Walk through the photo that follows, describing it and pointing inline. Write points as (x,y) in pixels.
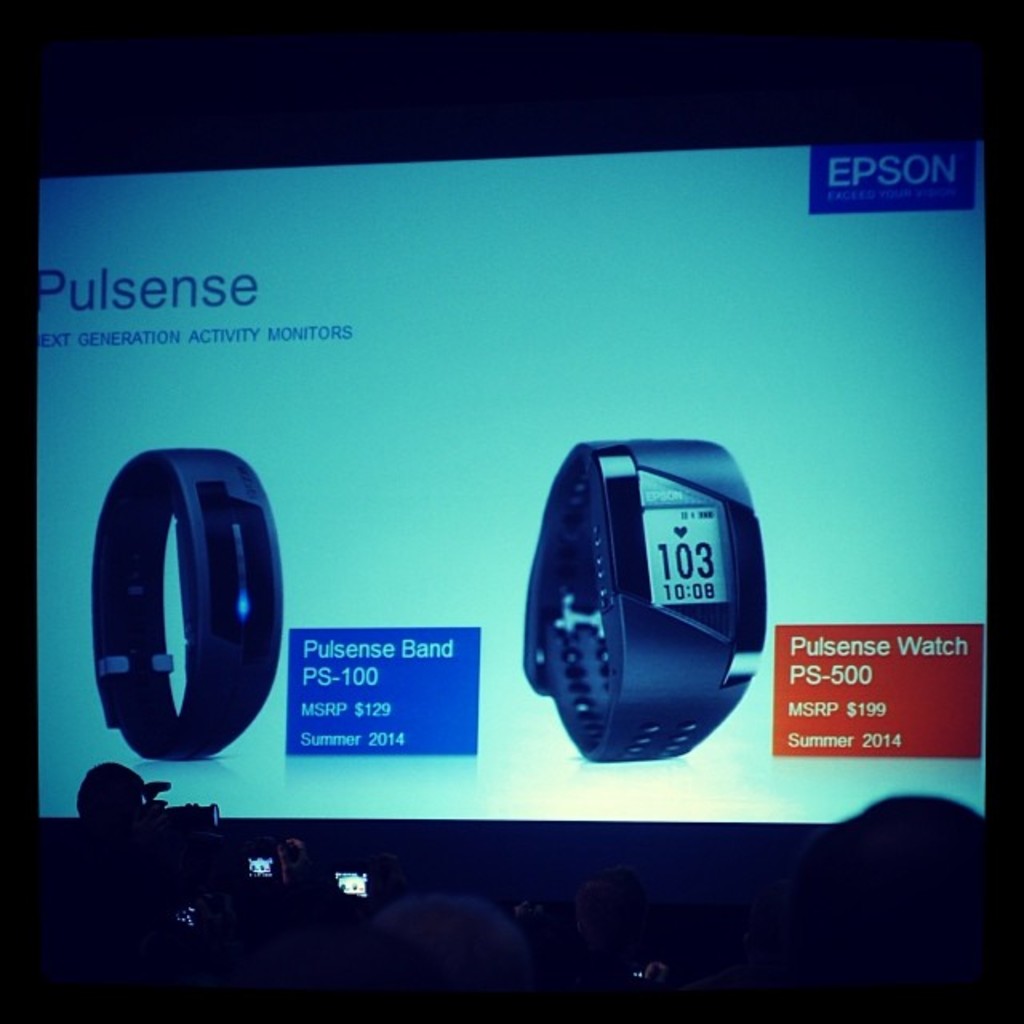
In this image we can see a screen (435,799) in which there is some text (891,674) and watches (214,490). At the bottom of the image (433,902) there are people (585,954).
